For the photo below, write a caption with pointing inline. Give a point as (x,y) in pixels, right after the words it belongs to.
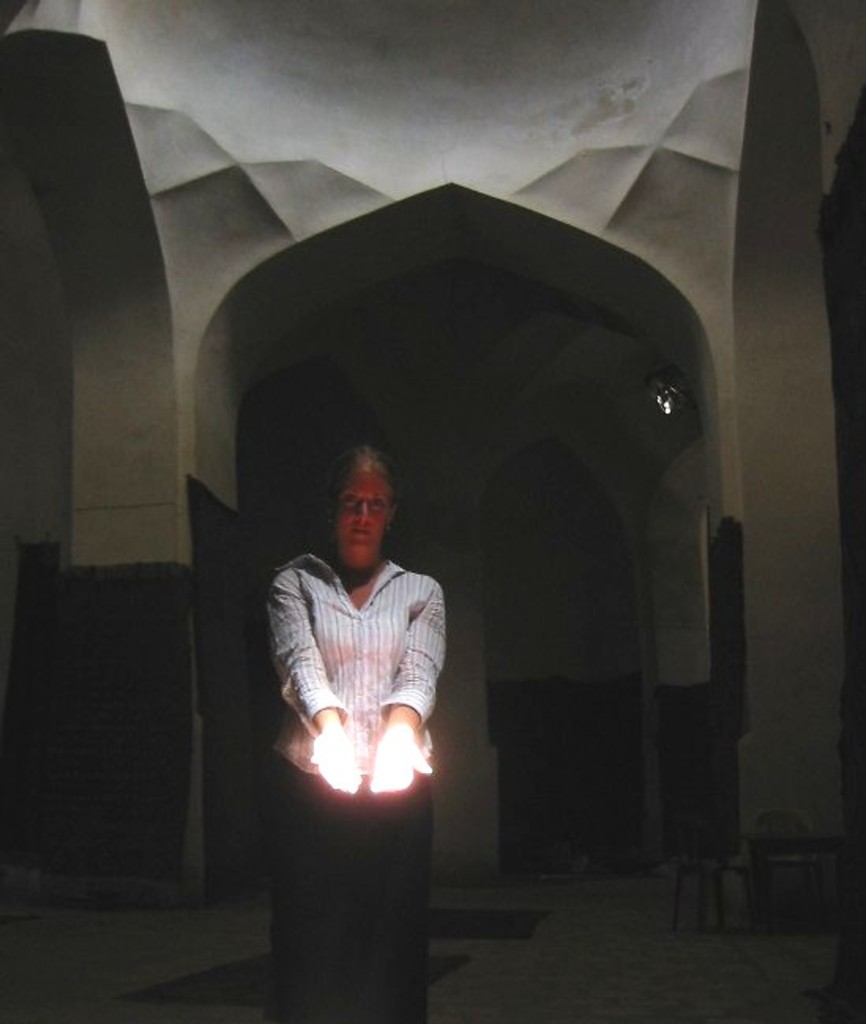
In this image, we can see a person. We can see some arches (654,253) and the roof (663,10) with an object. We can also see the ground (538,947) with some objects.
